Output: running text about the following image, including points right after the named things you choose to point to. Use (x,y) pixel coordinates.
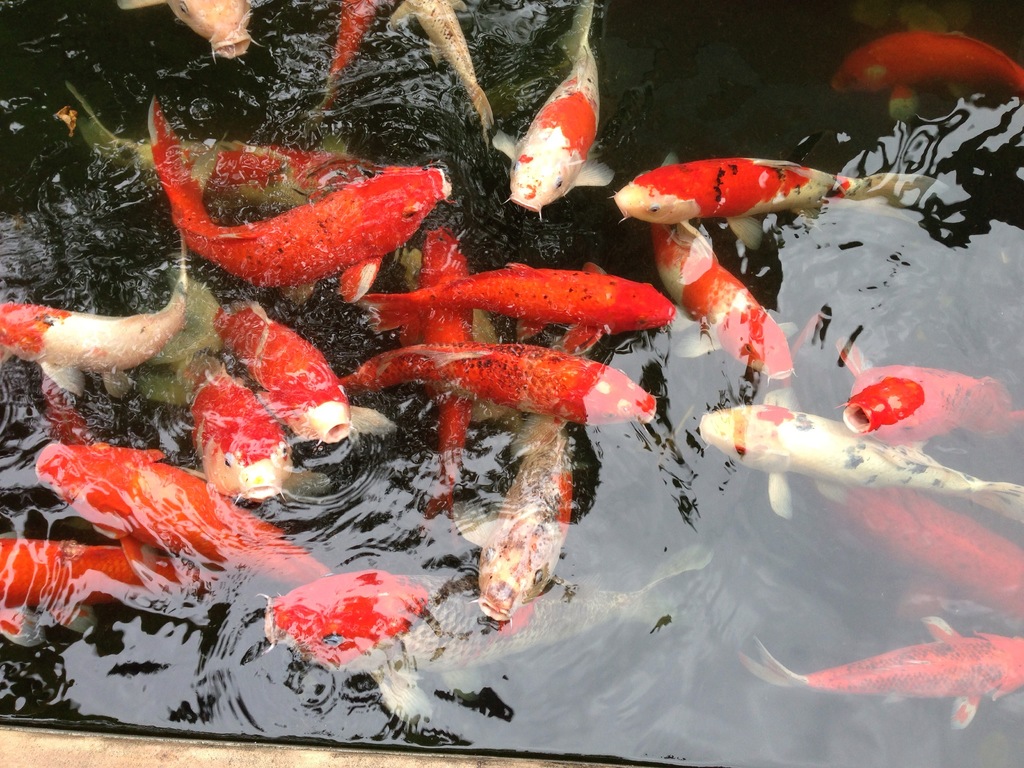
In the image in the center (619,487) we can see water (896,19). In the water (761,391), we can see few fishes (468,401), which is in red and white color.
